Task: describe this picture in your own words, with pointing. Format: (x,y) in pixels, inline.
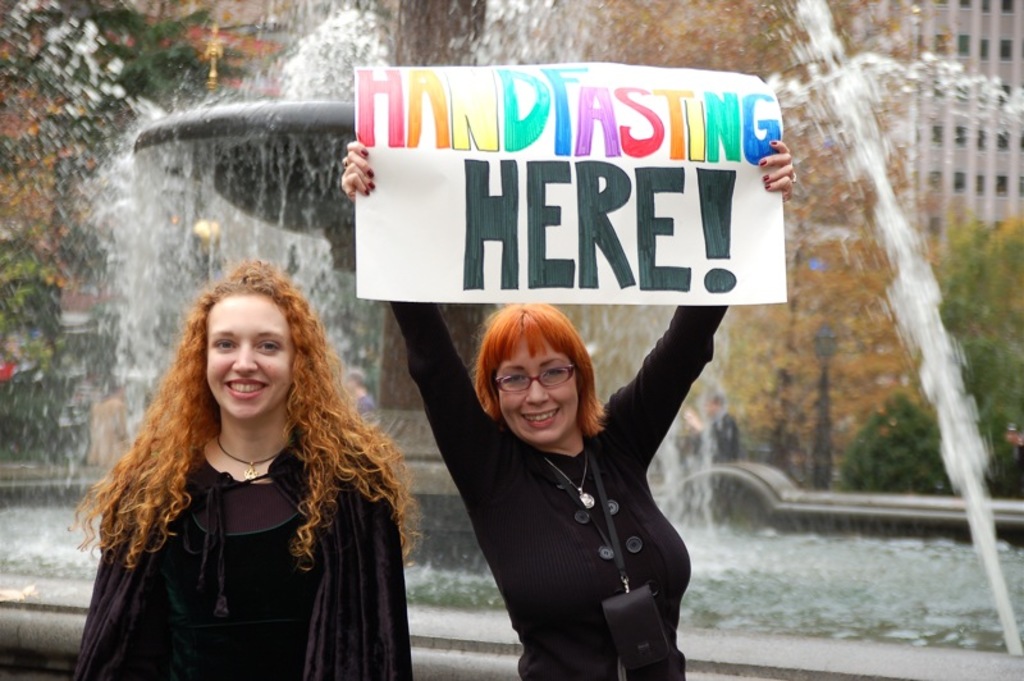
In this image there are two persons (558,551) standing and smiling, a person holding a paper (424,173), and in the background (993,363) there is a sculpture water fountain (545,23), building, trees (749,311).
